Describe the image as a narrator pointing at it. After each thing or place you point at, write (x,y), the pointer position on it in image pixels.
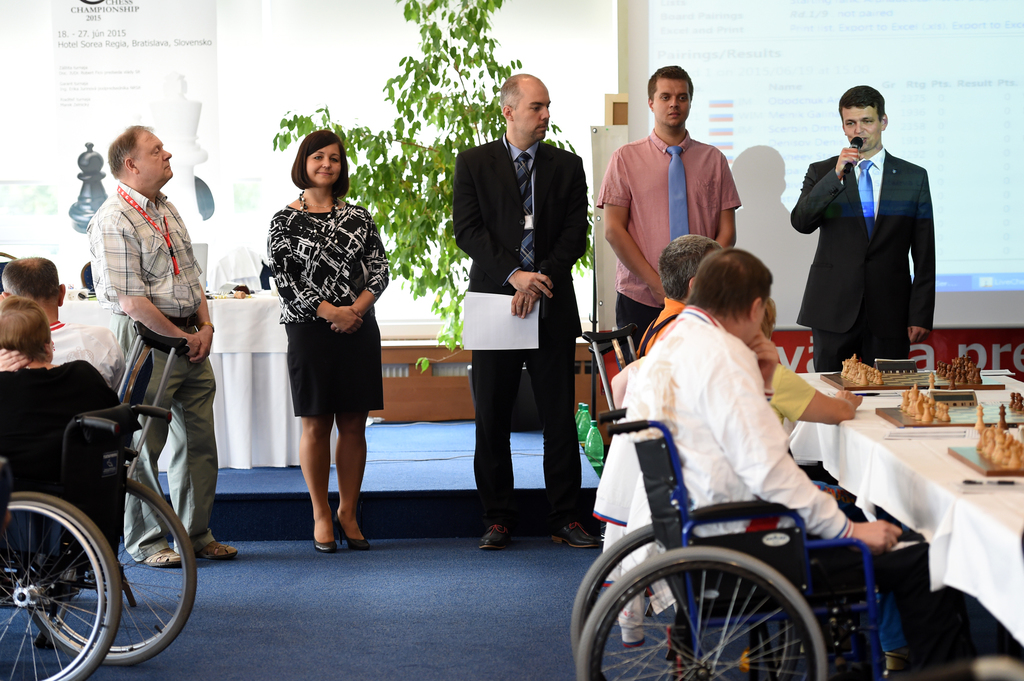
In this image there are some people (734,205) standing, and one person (893,176) is holding a mike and talking and one person (502,232) is holding papers (511,334). And on the right side of the image (875,483) there are some tables (998,535), on the tables (987,515) there are some chess boards (903,423) and some pieces (979,416) and some people (686,412) are sitting on wheel chairs (735,555). And on the left side (78,373) there are two people (44,383) sitting on wheelchairs (104,521), at the bottom (319,607) there is floor (495,607) and in the background (720,5) there is a screen (704,35), plant (424,38), table (266,317). And on the table (244,319) there are some objects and some boards (100,126), on the boards (115,127) there is text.
